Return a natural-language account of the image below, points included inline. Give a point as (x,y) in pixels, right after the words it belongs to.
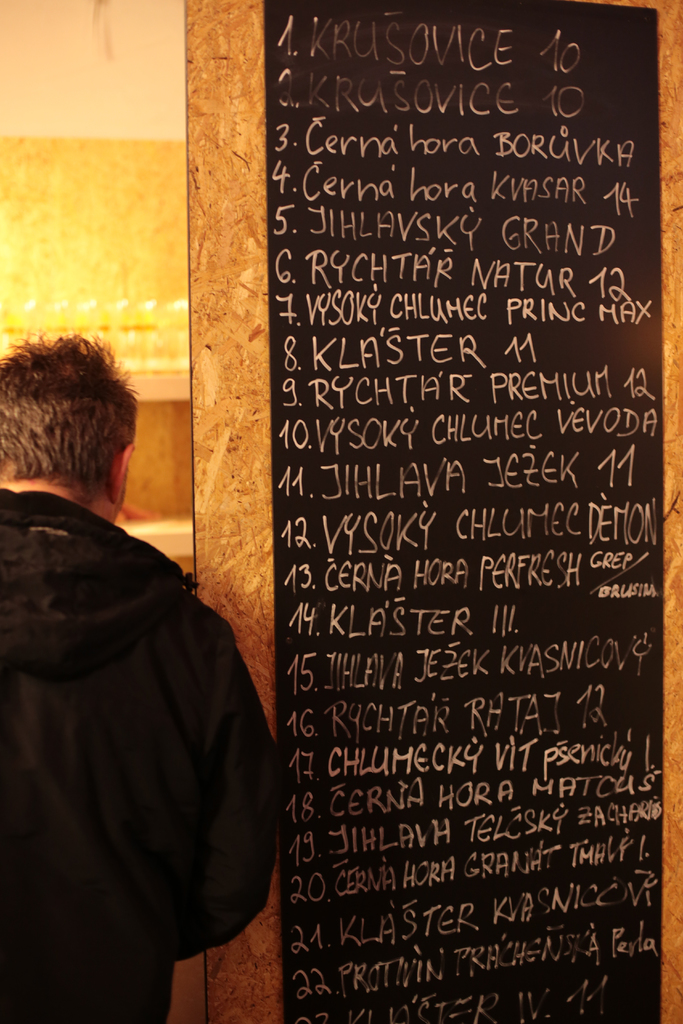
As we can see in the image there is a wall (119,260) and a man (138,594) wearing black color jacket (35,555).
